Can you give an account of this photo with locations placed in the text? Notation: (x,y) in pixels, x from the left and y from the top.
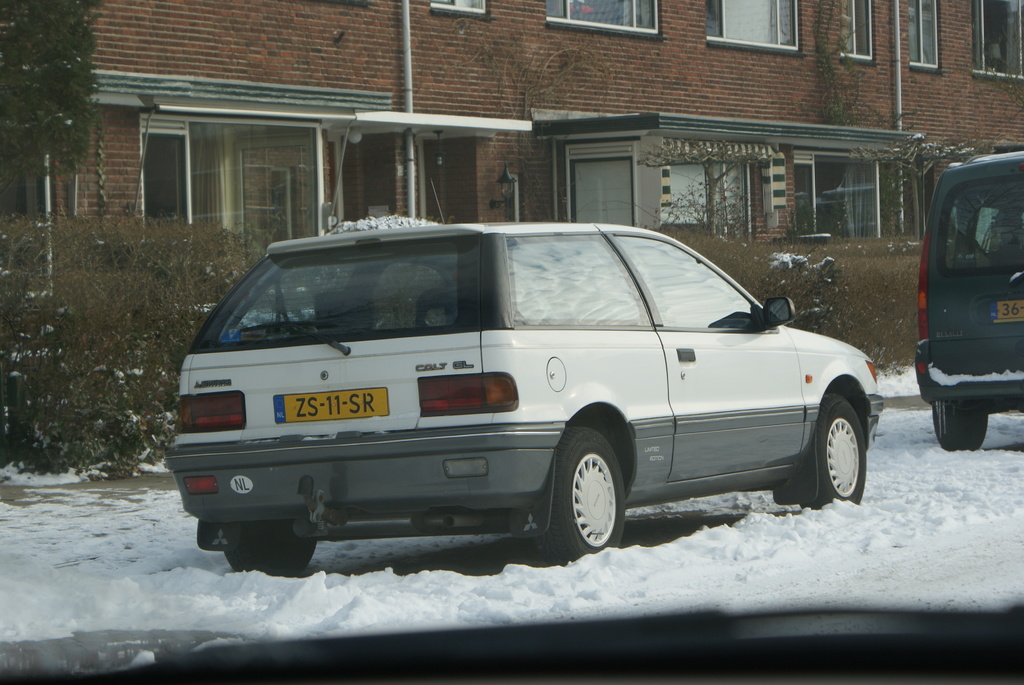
This is a glass (854,322). Through this glass (891,398) we can see cars (777,388) on the road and there is snow (916,421) on the road (516,551). In the background (170,197) we can see buildings (281,166), windows (184,185), pipes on the wall (537,216), glass doors (274,151), plants (886,255), trees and at the bottom (513,649) there is an object (517,633).
